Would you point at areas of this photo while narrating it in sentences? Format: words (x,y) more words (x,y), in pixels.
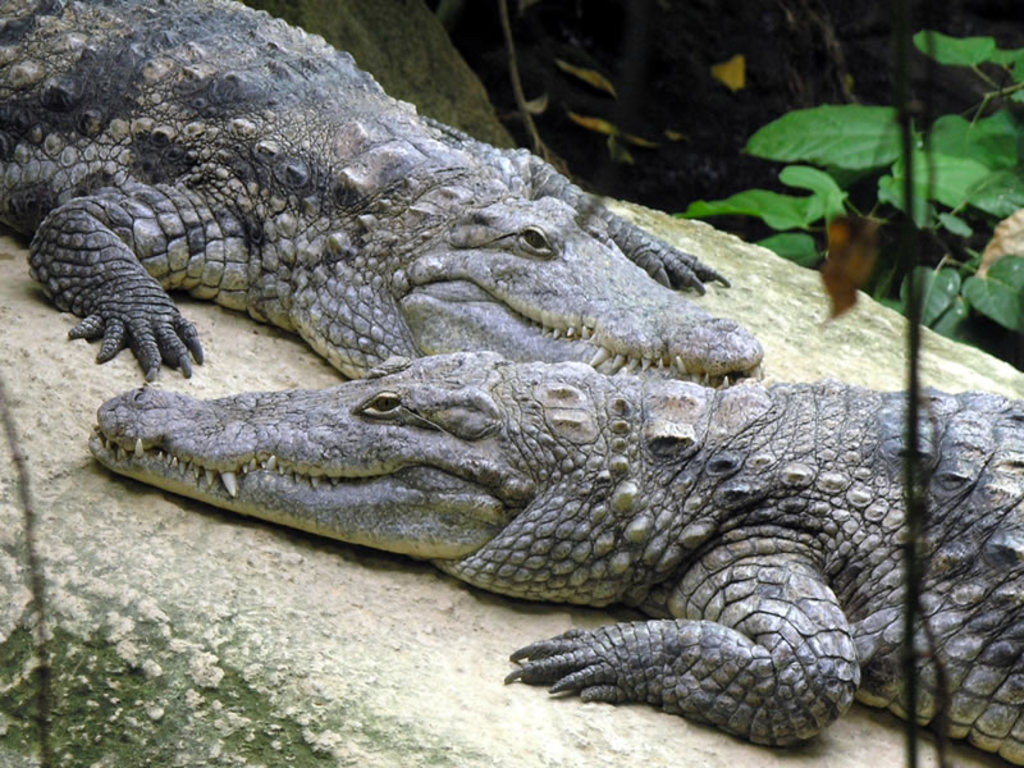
In the image in the center (552,390), we can see two crocodiles (373,335), which are in black and ash color. In the background (935,60) we can see plants (1016,72).
